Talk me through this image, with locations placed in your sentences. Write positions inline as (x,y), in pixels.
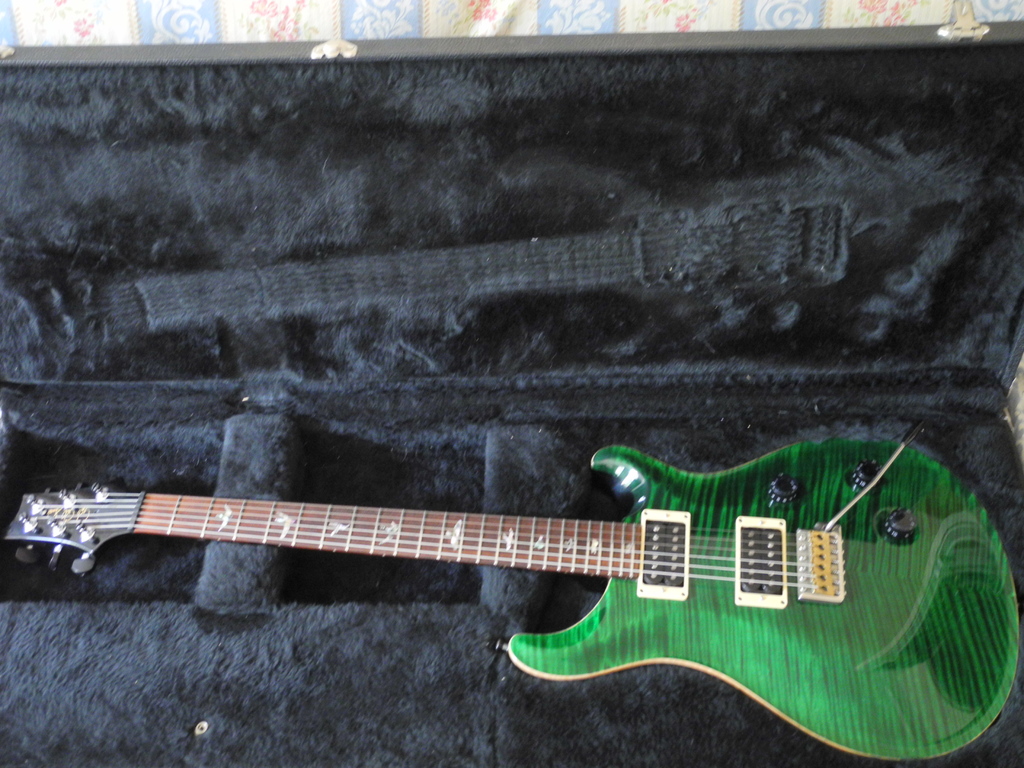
Here we can see guitar (694,597) placed in the guitar box (489,56).
